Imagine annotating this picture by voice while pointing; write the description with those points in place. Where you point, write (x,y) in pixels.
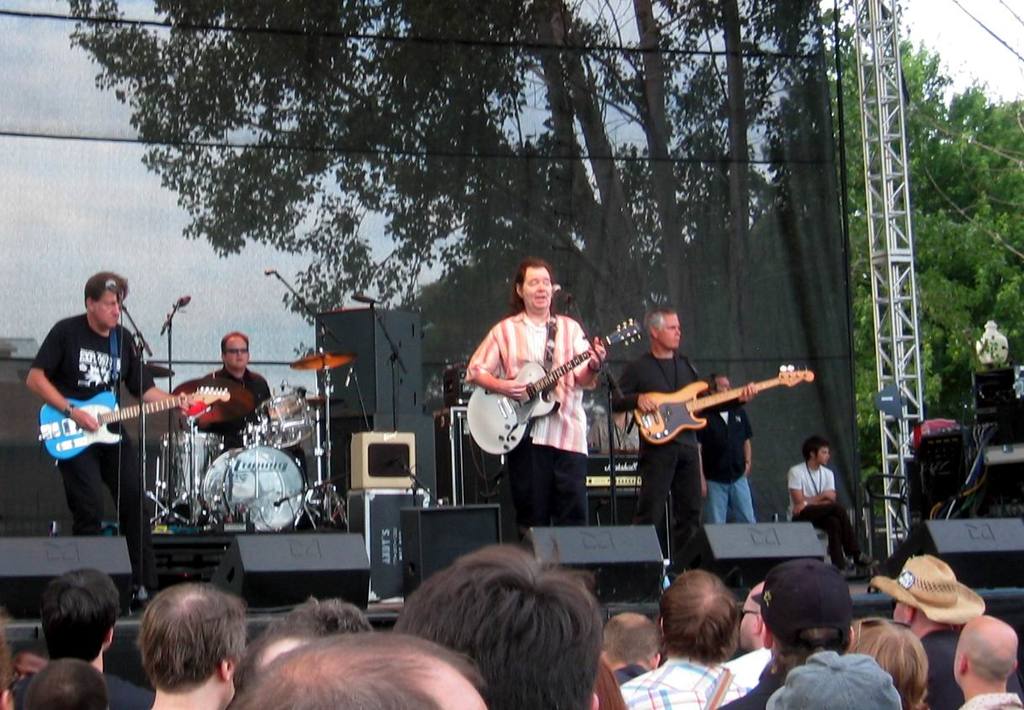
As we can see in the image there is a tree (970,183), current pole (899,267), few people (716,608) sitting over here and this three people (91,414) are holding guitars (720,398) in their hands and the man (254,380) who is sitting here is playing musical drums (265,477).
